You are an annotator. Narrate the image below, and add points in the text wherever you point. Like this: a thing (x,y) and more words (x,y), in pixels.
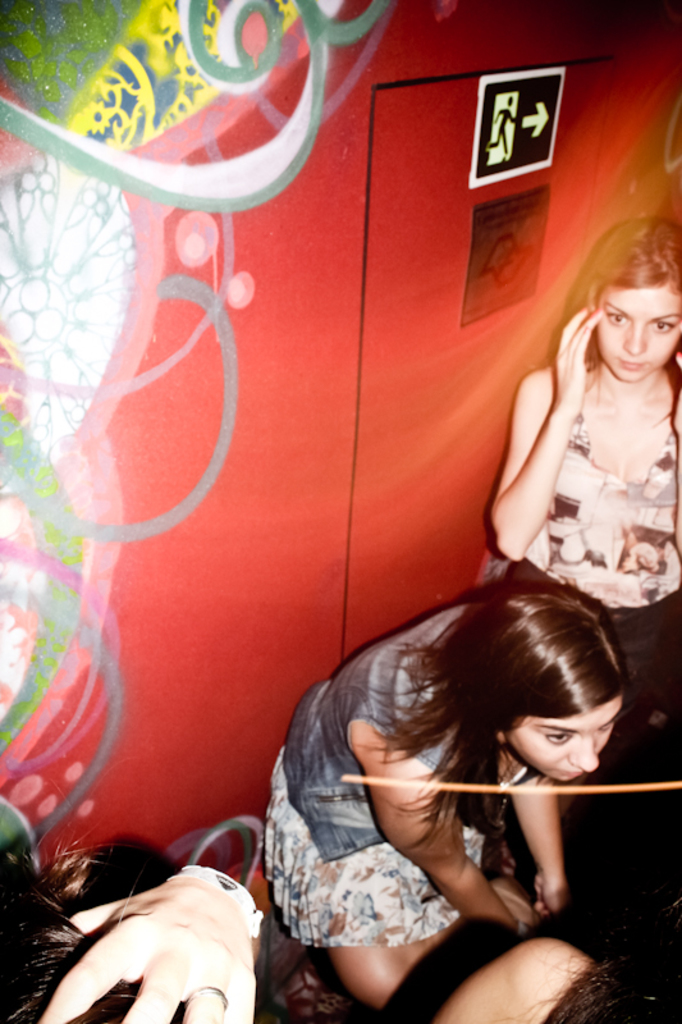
In this image I can see group of people (22,997). In front (338,816) the person (482,841) is wearing gray and white color dress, background (383,313) I can see the wall (307,327) in red, yellow, green, white and gray color.
